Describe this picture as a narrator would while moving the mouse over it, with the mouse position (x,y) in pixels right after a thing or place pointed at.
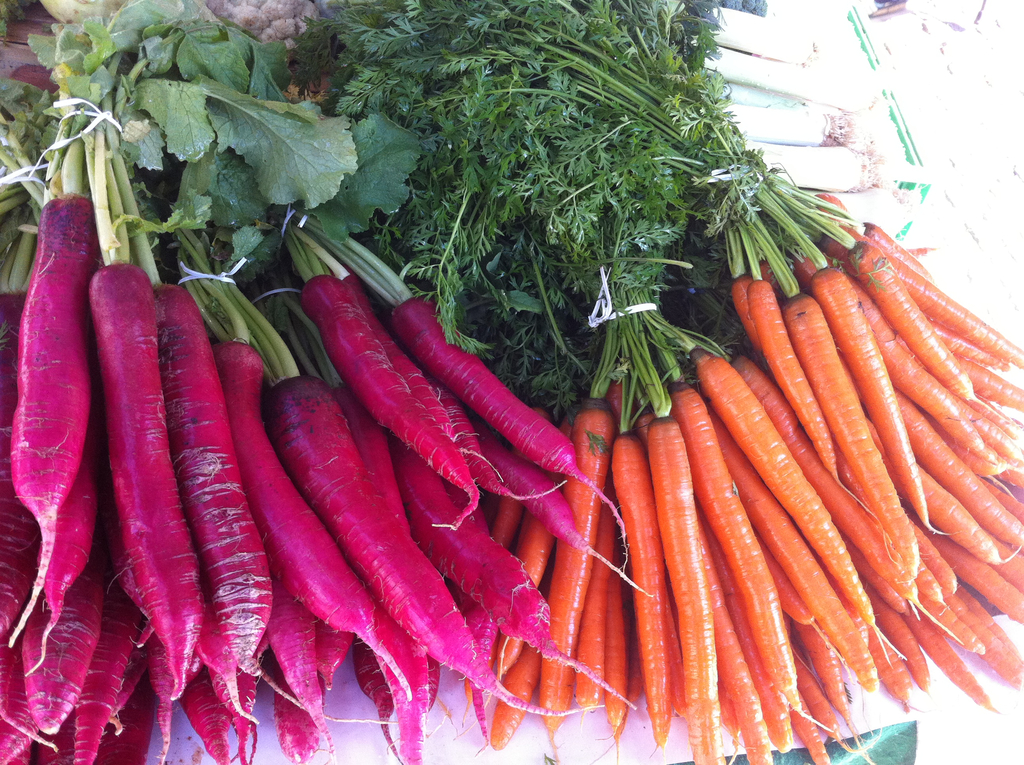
In the image there are pink radishes (166,563) and carrots (636,535).
